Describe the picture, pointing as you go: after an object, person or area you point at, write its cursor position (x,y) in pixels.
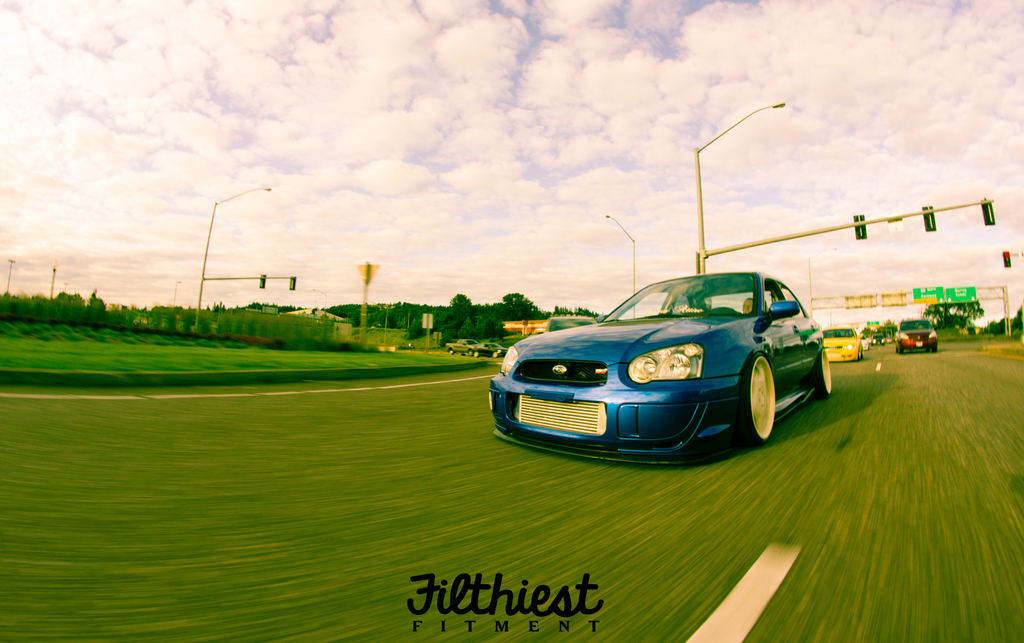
In the image I can see some cars (677,399) on the road (541,457) and around there are some trees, plants (298,352) and some poles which has some boards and lights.
